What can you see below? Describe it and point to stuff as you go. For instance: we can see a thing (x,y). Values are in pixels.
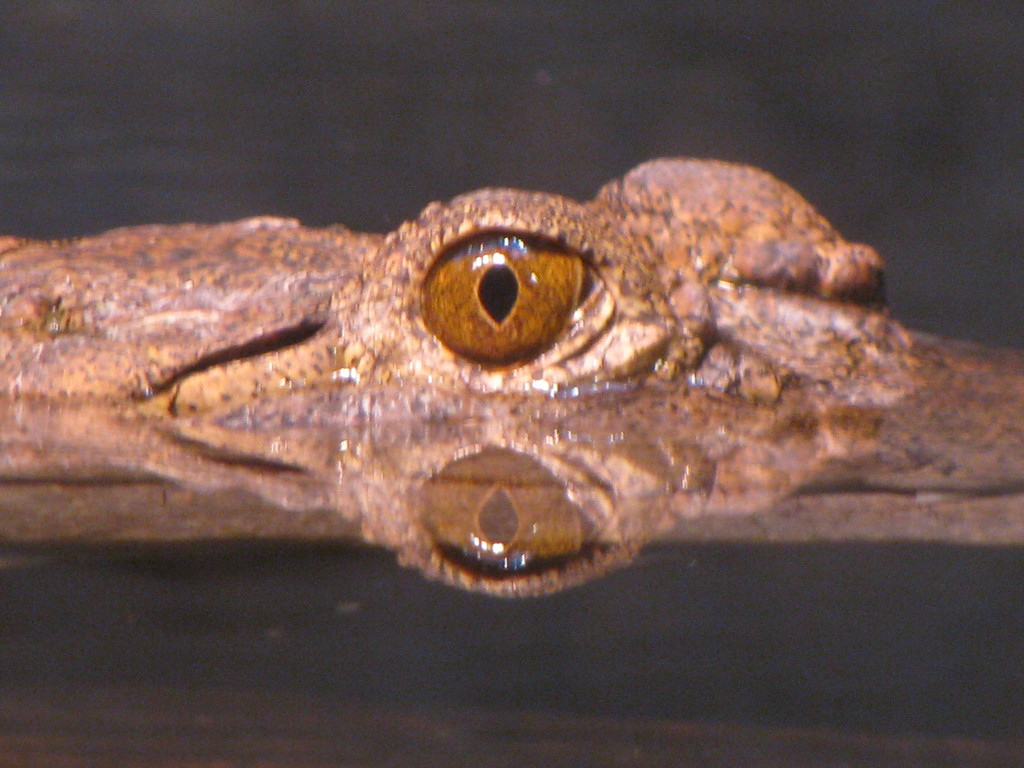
In the picture we can see water (239,508) on the top of it we can see a part of reptile (96,361) with a eye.
